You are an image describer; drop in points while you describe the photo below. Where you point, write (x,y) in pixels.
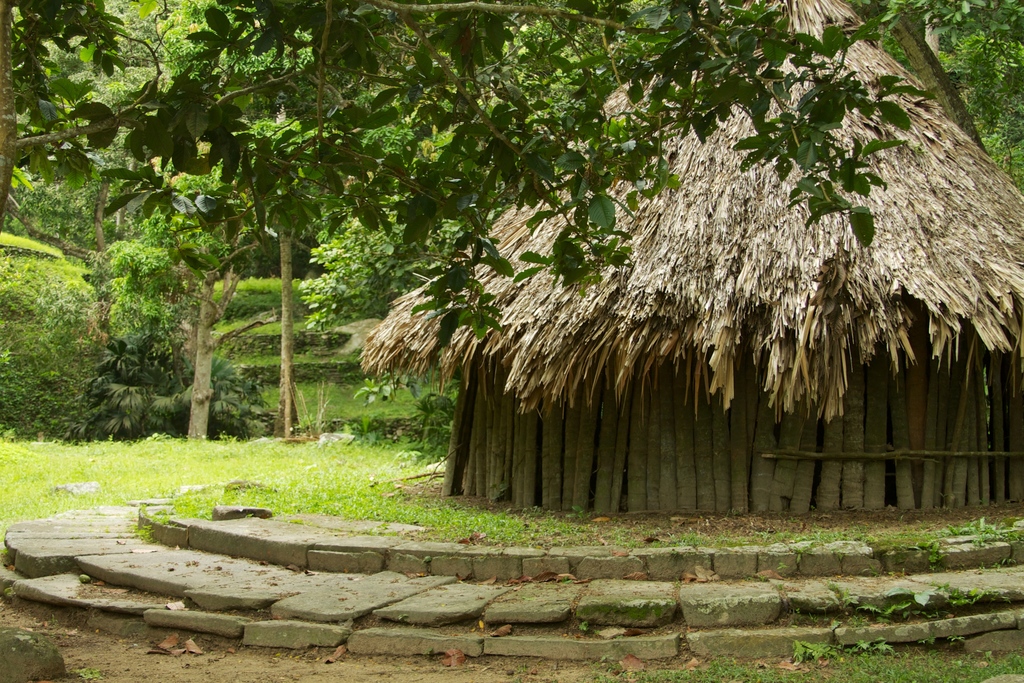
As we can see in the image there is a hut (845,355), rocks (751,582), grass (370,474), plants (125,415) and trees (363,121).
